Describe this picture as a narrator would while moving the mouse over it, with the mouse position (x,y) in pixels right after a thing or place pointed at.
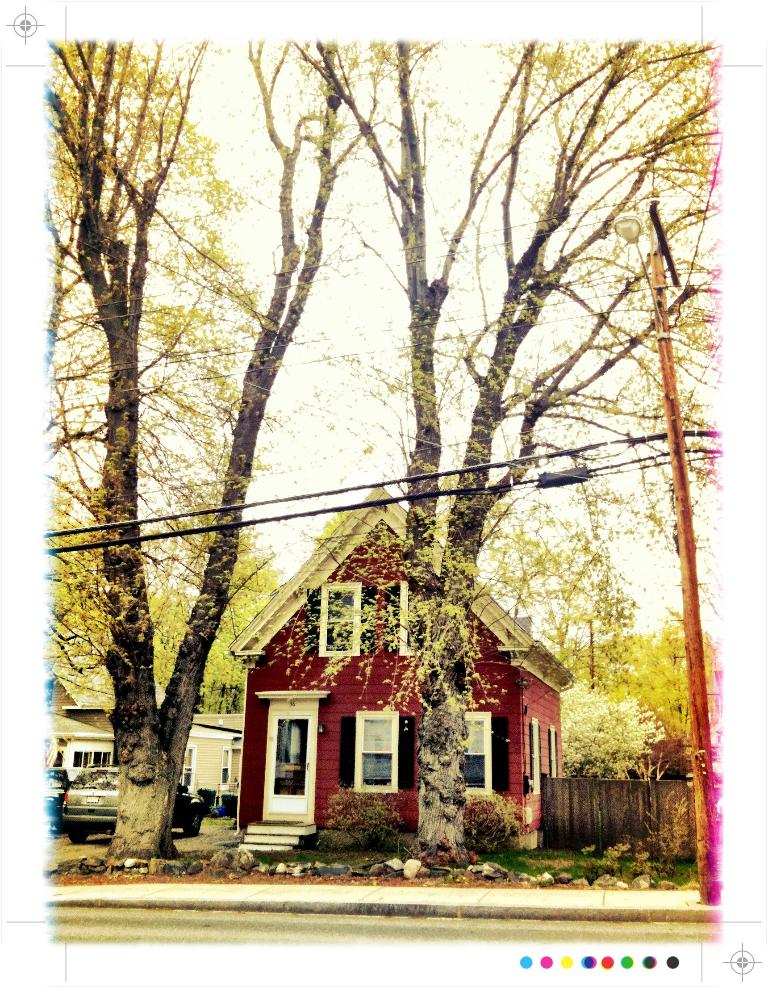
In this image I can see a house (289,755) which is in red color and there are windows (362,785) to it. To the side I can see one more house (72,749) and railing (585,813). There are many trees (446,831) in-front of the house (328,759). In the back (315,477) I can see the sky (369,393).
